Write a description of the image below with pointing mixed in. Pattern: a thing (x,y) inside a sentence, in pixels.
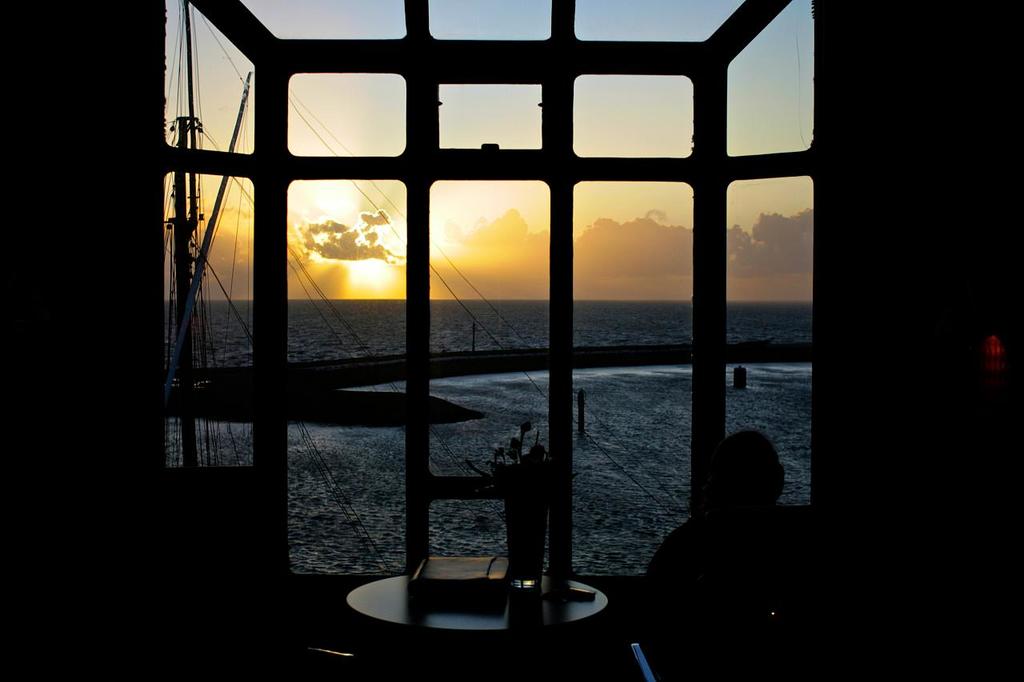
Here in this picture in the front (498,586) we can see a table (578,608) with a book (440,585) and a flower vase (529,586) present on it over there and beside that we can see a person (776,483) sitting on chair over there and in the front (426,343) we can see a window (492,538) through which we can see water (488,448) present outside on the ground (375,355) over there and we can see clouds (514,283) in the sky (437,245) and we can also see the sun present in the sky (225,284) over there.
